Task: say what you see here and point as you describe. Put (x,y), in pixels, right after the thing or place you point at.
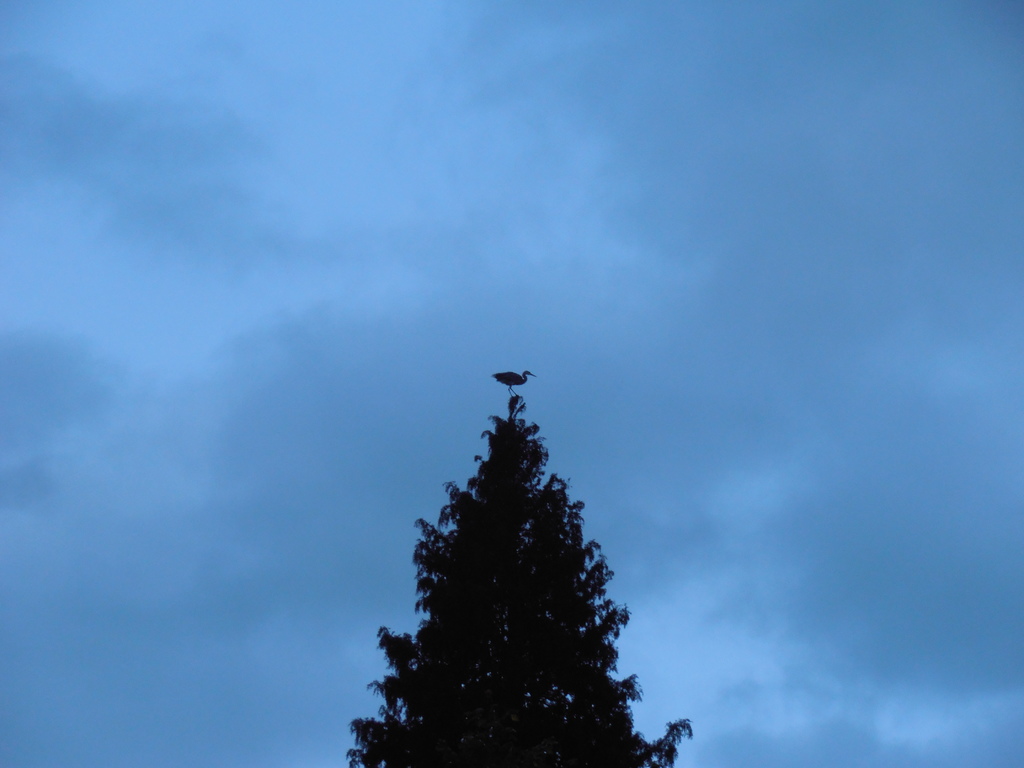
In the center of the image (487,511), we can see a bird (514,381) on the tree (468,584) and in the background (540,271), there is sky (624,274).
